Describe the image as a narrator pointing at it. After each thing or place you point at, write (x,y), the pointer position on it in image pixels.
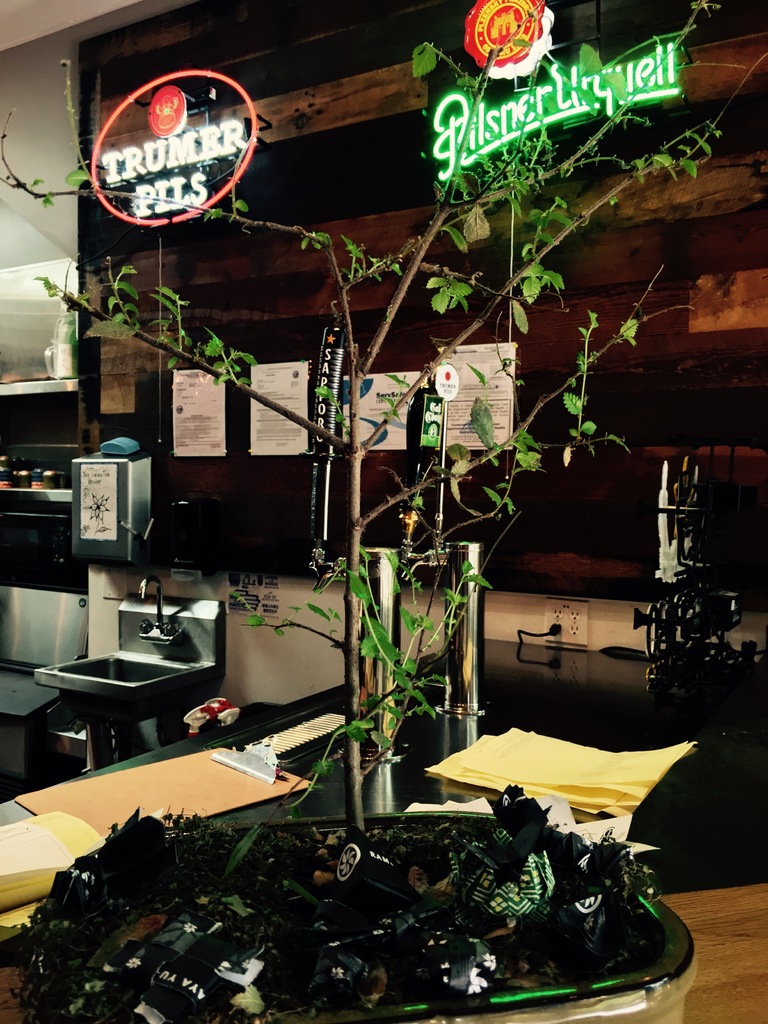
In the foreground of this picture (247,766) we can see a table (704,900) on the top of which some objects (695,519) are placed and we can see the green leaves (526,292). On the left (123,650) we can see the wash basin (148,656) and a faucet (141,590) and we can see the text (436,146) on the wall (302,339) and the posters (276,373) attached to the wall (537,359), we can see the text (212,406) on the posters (190,399) and we can see many other objects (46,472) in the background (575,624) and we can see the wall socket (568,614).
